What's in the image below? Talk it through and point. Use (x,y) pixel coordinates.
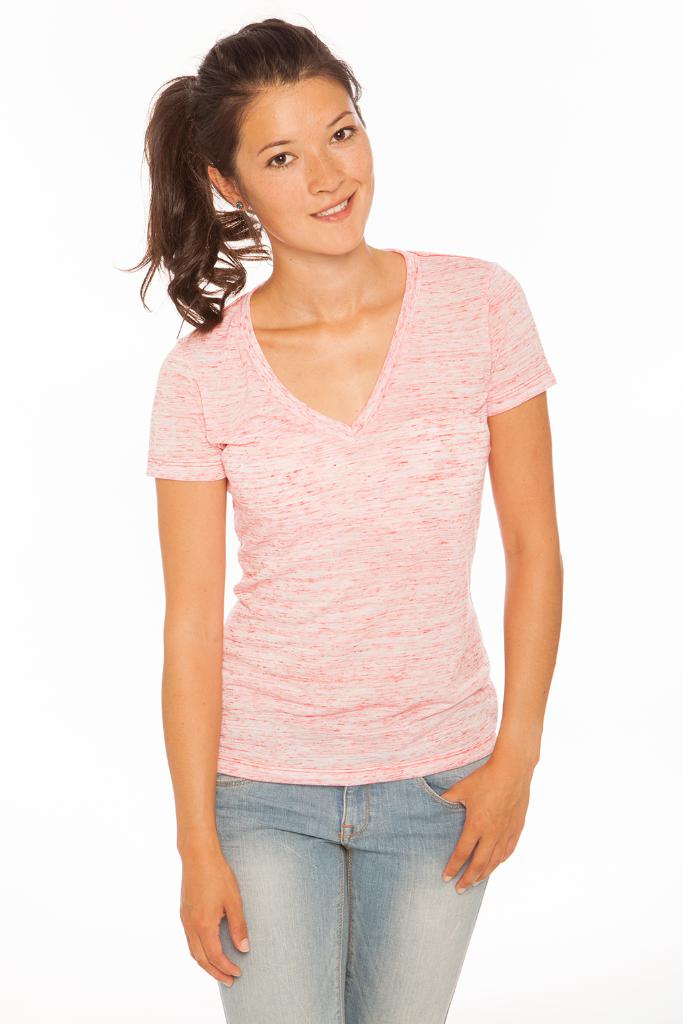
In this image there is a woman (257,385) standing and smiling, and there is white background (150,774).
